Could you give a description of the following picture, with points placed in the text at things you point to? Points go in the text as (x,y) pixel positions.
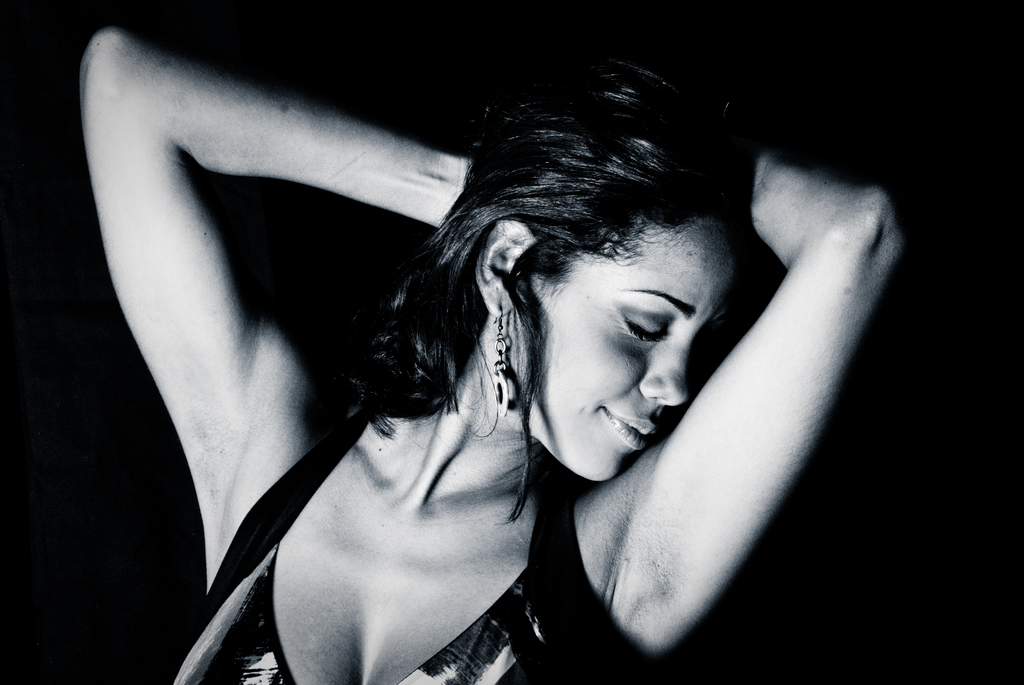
In this image we can see lady persons face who is wearing black color dress (295,515).
